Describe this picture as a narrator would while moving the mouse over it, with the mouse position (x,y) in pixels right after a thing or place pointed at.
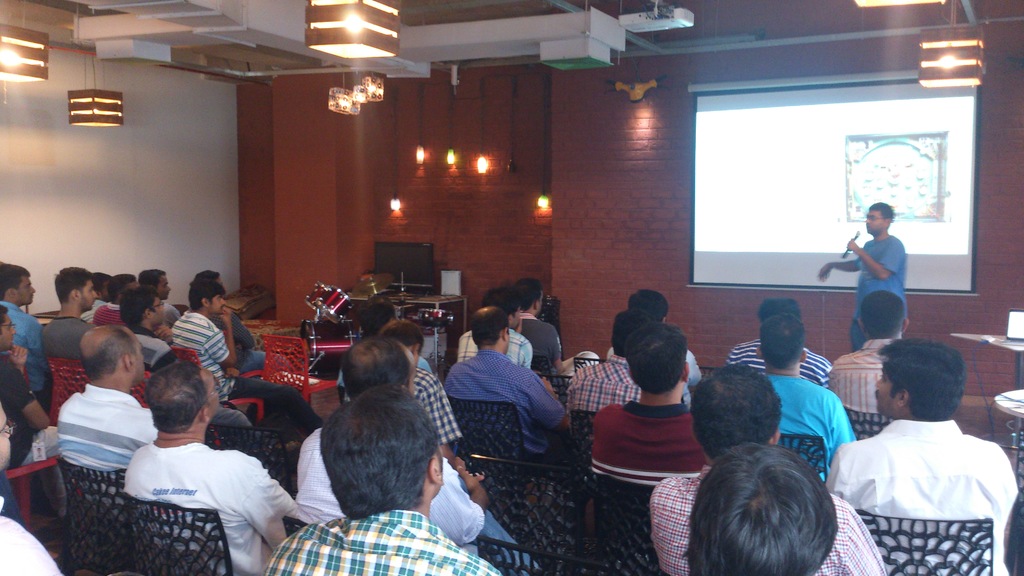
In the image there is a man (892,250) in blue t-shirt (875,252) talking in the mic (855,239) in front of screen (809,166) on the right side (864,261) and many people (325,456) sitting on chairs (539,459) in the front (397,466), there are lights (358,39) over the ceiling (484,59) with a drum kit (409,304) on the left side of the room (258,307).
